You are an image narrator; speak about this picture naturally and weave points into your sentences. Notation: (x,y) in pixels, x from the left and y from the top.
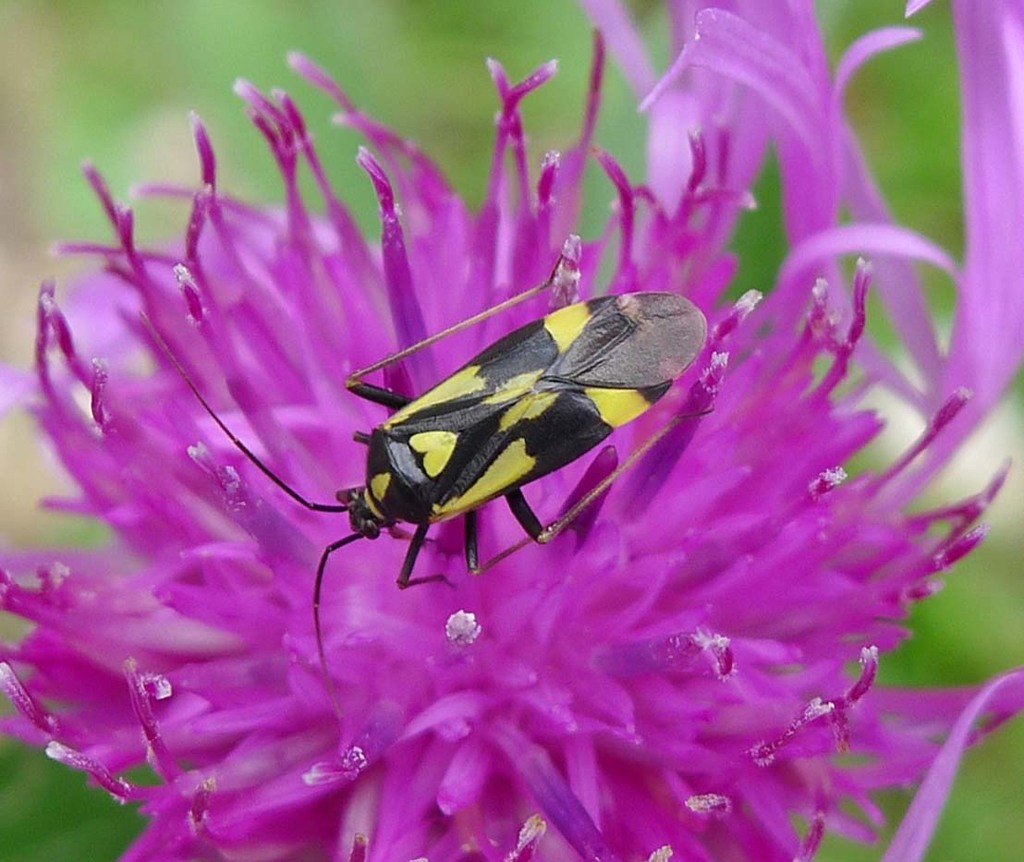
In this picture we can see an insect (417,485) on a purple flower (386,624) and behind the flower (287,378) there is a blurred background (468,37).
